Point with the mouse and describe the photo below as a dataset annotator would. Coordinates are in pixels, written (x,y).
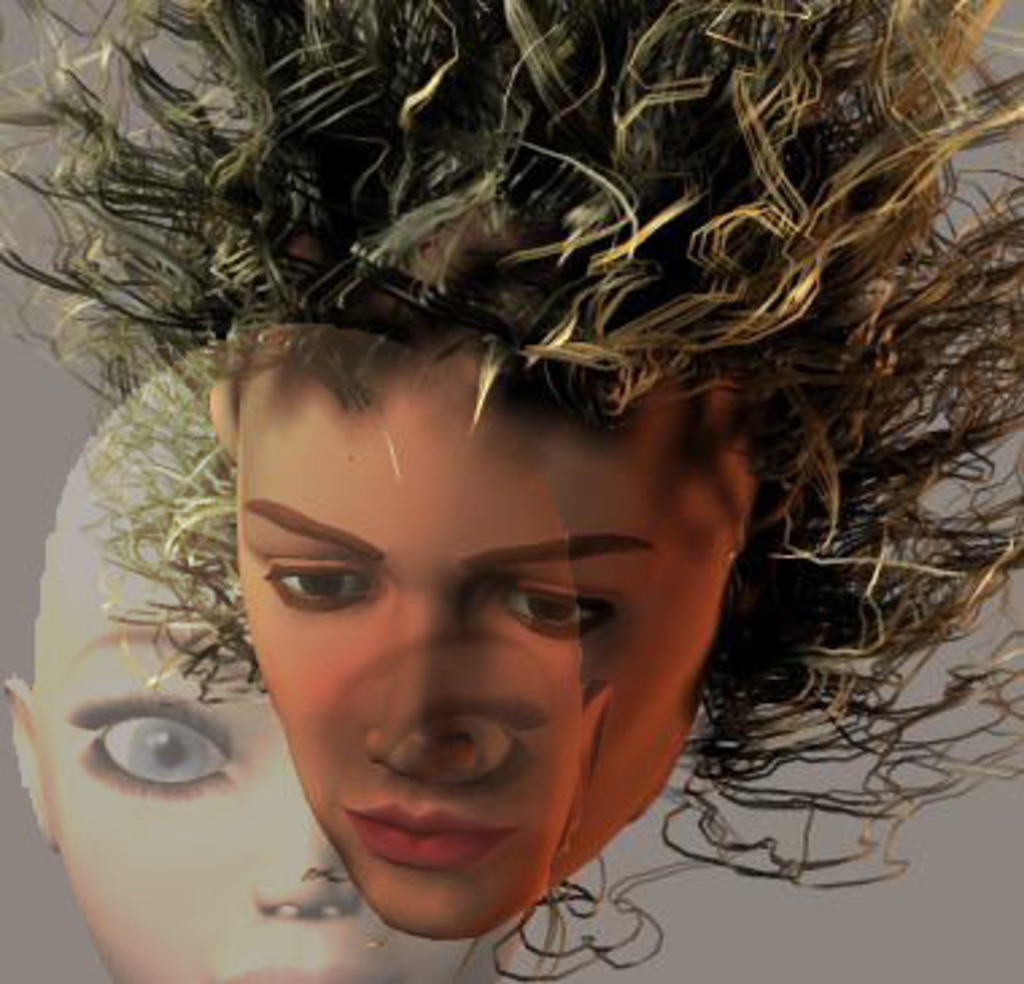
In this image I can see the edited picture in which I can see faces (363,570) of two persons (316,682). I can see the grey colored background (991,885).
